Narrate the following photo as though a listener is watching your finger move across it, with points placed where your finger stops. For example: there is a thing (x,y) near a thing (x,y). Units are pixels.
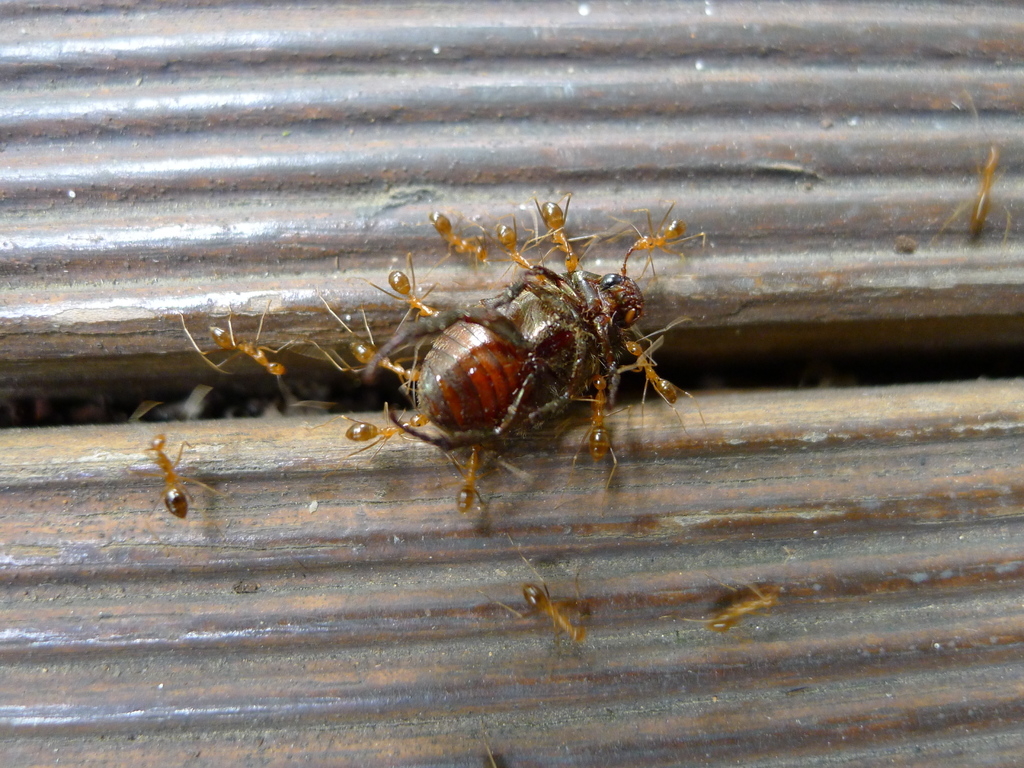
In this picture I can see an insect (527,401) and ants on the wooden planks (601,261).
